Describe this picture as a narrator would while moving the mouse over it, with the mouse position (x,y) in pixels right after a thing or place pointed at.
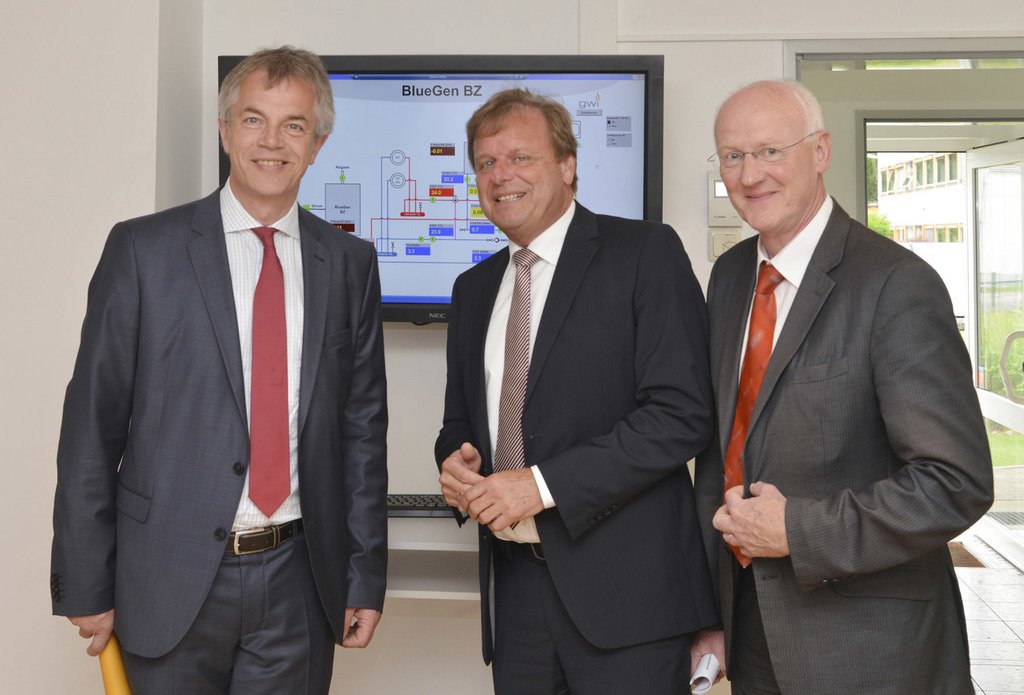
In this image we can see there are three persons (526,449) standing and holding a paper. At the back (453,33) there is the wall (410,535) with T. V (387,188) and keyboard (428,515). And there's the door (973,247), building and trees (879,227).
